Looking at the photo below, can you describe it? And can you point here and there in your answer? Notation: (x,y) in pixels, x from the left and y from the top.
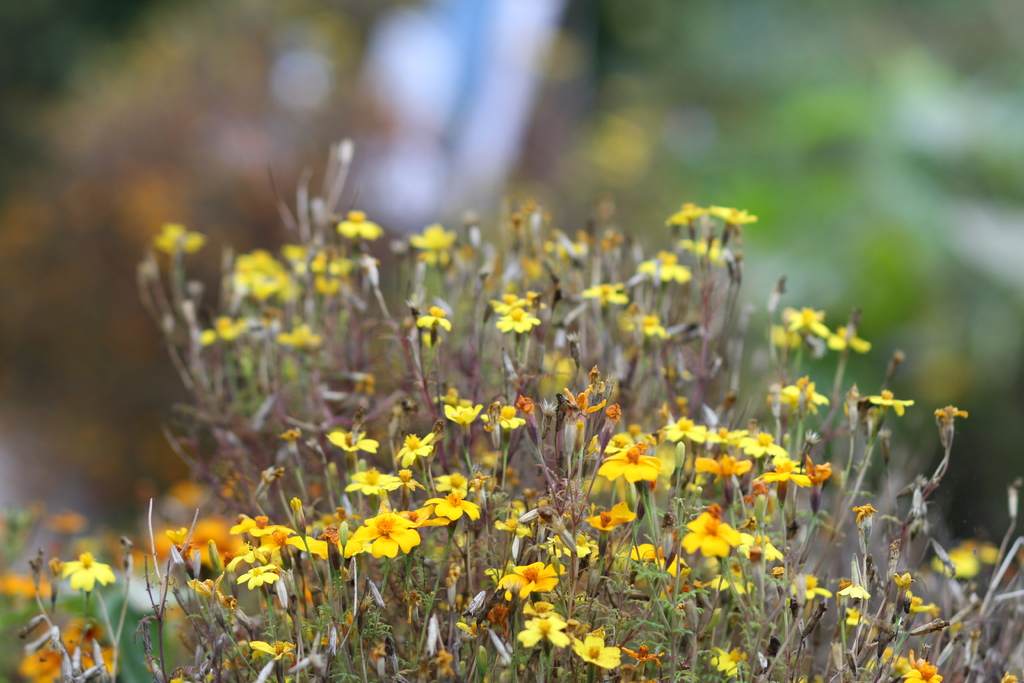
In this image we can see the yellow color flower plant (496,539) and the background (279,103) is blurred.
